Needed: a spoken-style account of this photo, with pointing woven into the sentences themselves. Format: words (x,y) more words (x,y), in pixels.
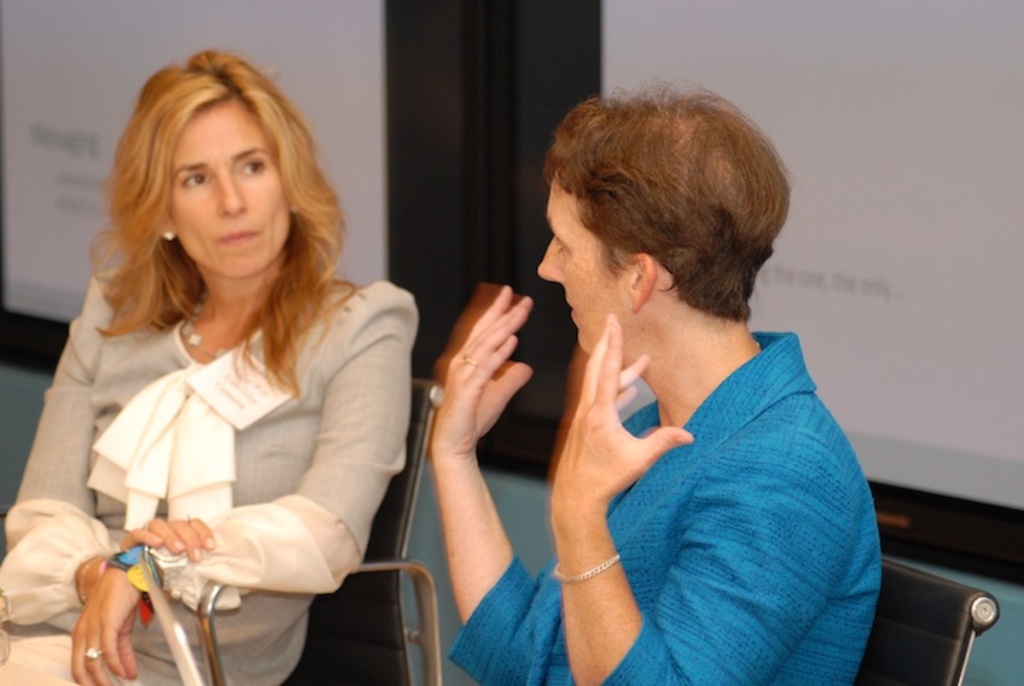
In the image there are two women (276,398) in golden and brown hairs (684,271) sitting on chairs (306,646) talking and behind them there is wall (994,647), the woman (681,497) in front (764,555) wearing blue dress (698,520) and the woman (209,421) on left side (109,407) wearing grey color dress (276,427).
